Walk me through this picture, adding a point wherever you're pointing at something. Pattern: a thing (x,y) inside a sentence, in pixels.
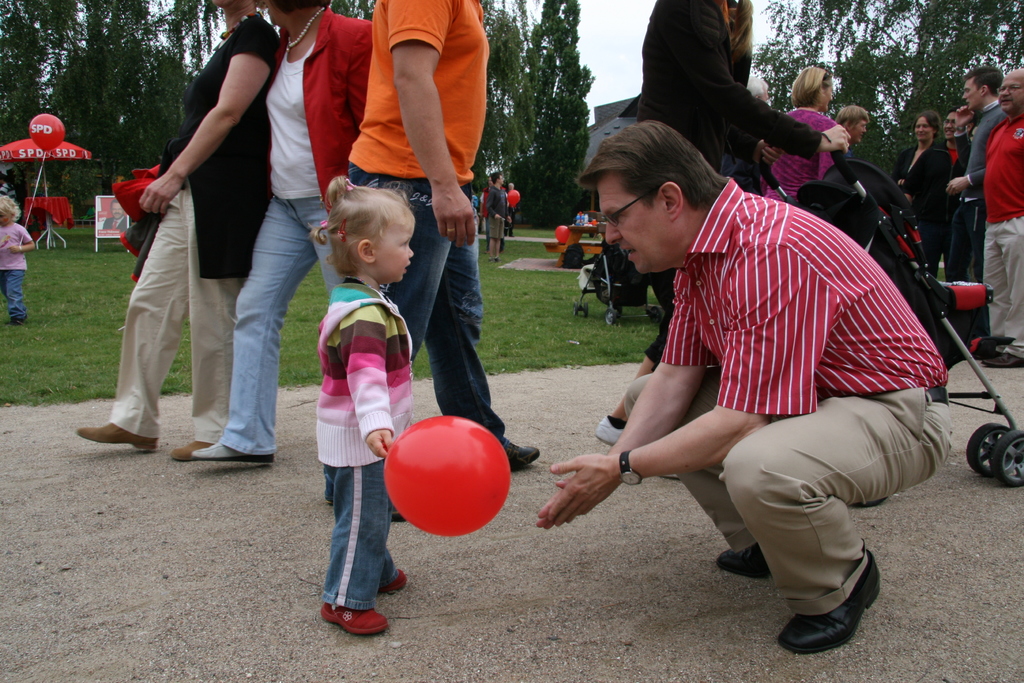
In this image there are people (854,108) walking on the ground (195,488). In the center (674,399) there is a man (700,413) in the squat position. In front of the man (654,395) there is a girl (357,408) standing. She is holding a ball (440,481) in her hand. Behind the man (826,245) there is a stroller (888,246). Behind the ground (556,384) there is grass (568,288) on the ground (115,301). To the left (69,152) there is a table umbrella (32,143). Behind it there is a board (126,215). In the background (177,14) there are trees (819,34). At the top (620,31) there is the sky (616,58).
